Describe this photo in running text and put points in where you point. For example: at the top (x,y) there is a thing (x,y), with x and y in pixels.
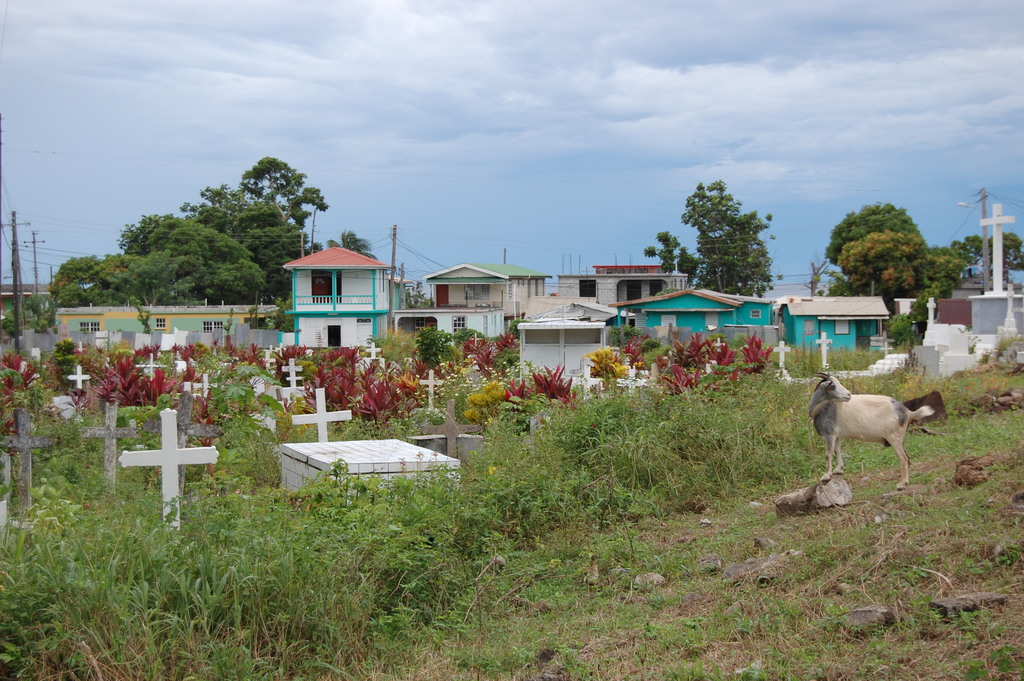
In this image we can see the cross grave stones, an animal (900,408), few rocks (963,465), houses (855,335) with the windows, trees (243,199), grass (950,407), plants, transmission towers (18,225), at the top (285,99) we can see the sky (461,96) with clouds (804,128).
